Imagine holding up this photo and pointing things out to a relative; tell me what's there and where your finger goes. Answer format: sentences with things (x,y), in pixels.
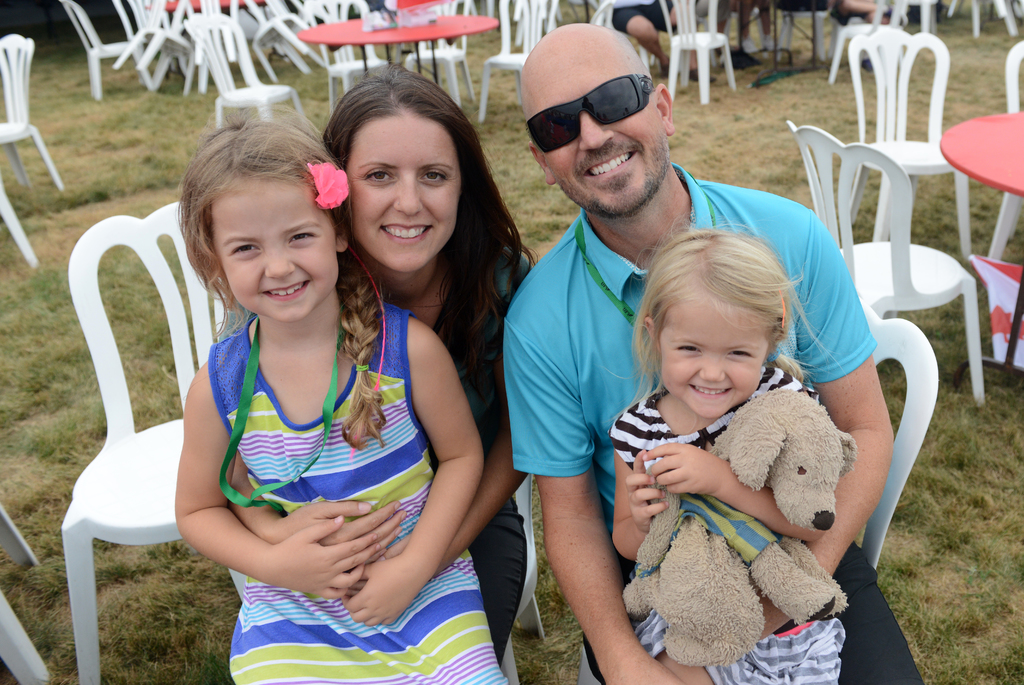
In this image we can see the persons (575,169) sitting on the chairs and holding a child (426,433). We can see a doll (783,442) and there are tables (397,39), chairs (155,274) and few objects (369,23).
